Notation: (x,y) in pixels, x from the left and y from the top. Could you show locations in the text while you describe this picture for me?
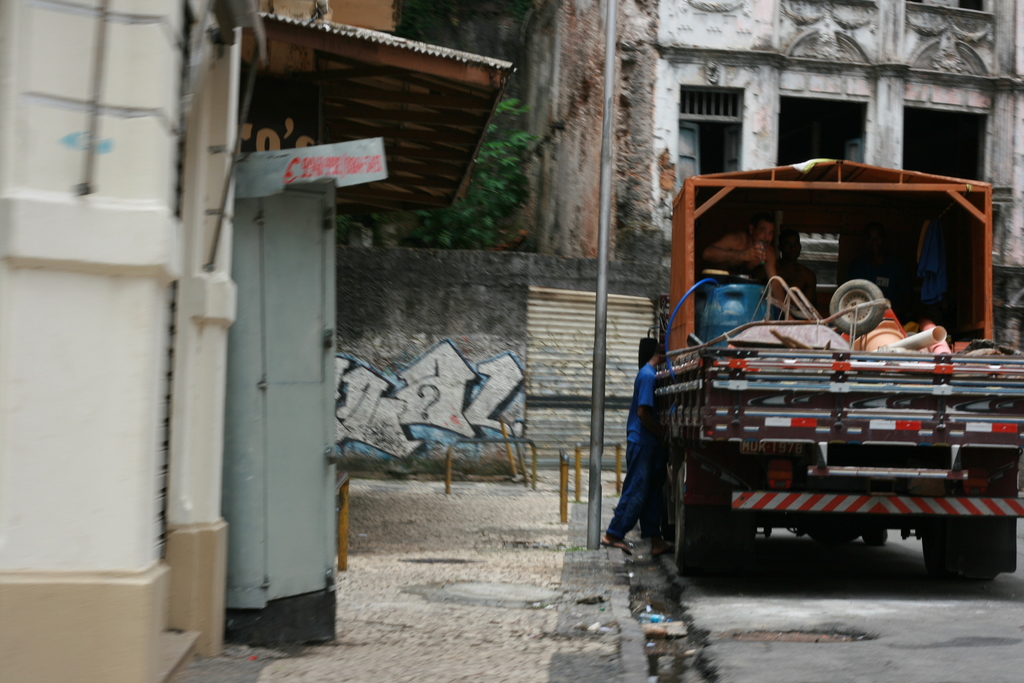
In this image, we can see a vehicle (779,455) is on the road (898,587). Here we can see some objects (873,317), few people (889,271). Left side of the image (324,458), we can see a shed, door (283,376), board (341,169). Background (474,346) there is a wall (483,337), few poles (563,462), tree (506,196), house (668,129), doors (688,155) we can see. At the bottom (528,644), there is a footpath (557,653) and road (783,667).
